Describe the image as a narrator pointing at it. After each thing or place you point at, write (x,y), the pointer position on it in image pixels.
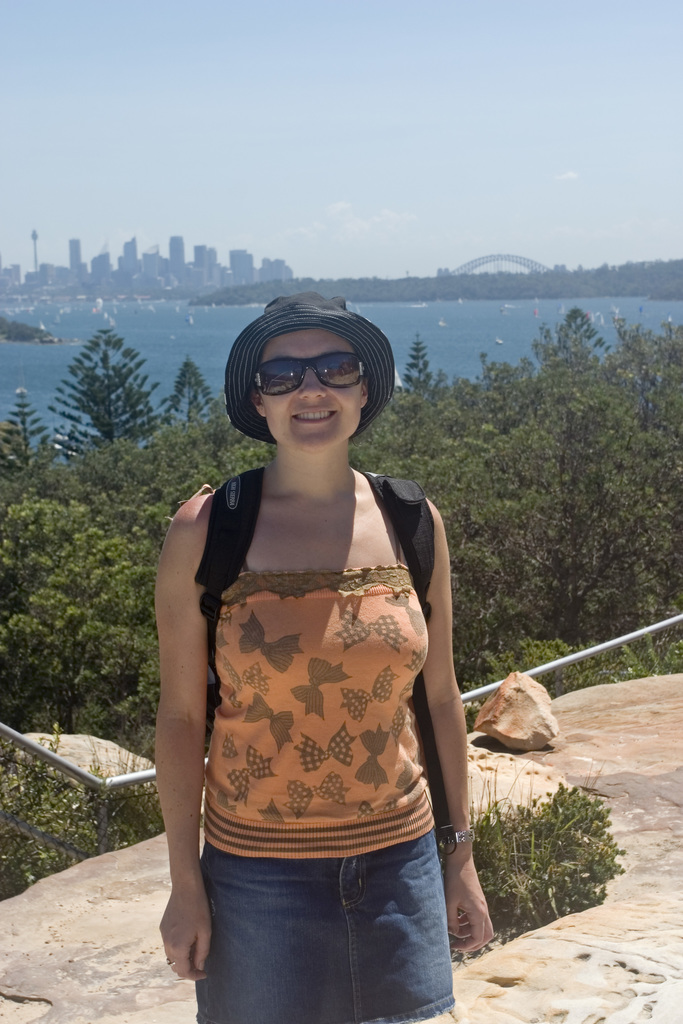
In this picture there is a woman (326,323) who is wearing cap (320,316), goggles (295,367), bag (230,511), orange (312,660), t-shirt (226,841), skirt (372,962) and watch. She is standing near to the grass (558,813). In the background (201,254) we can see a bridge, buildings (211,251), towers (74,271), boats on the water (177,305). On the top (395,97) we can see sky (356,62) and clouds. On the right (677,729) we can see stone (512,693) and pipe (637,632).
